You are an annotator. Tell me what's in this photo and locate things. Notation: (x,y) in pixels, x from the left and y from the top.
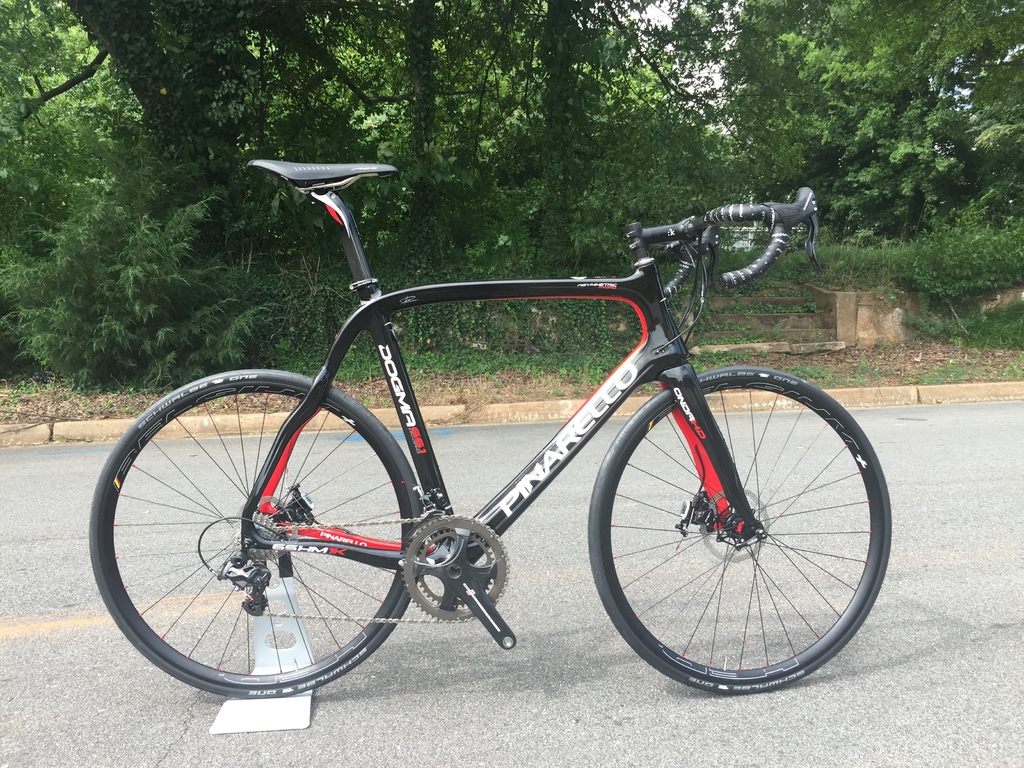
In the center of the image (553,482) there is a cycle (110,565) on the road (582,712). In the background (956,121) we can see trees (606,100) and sky (664,17).
